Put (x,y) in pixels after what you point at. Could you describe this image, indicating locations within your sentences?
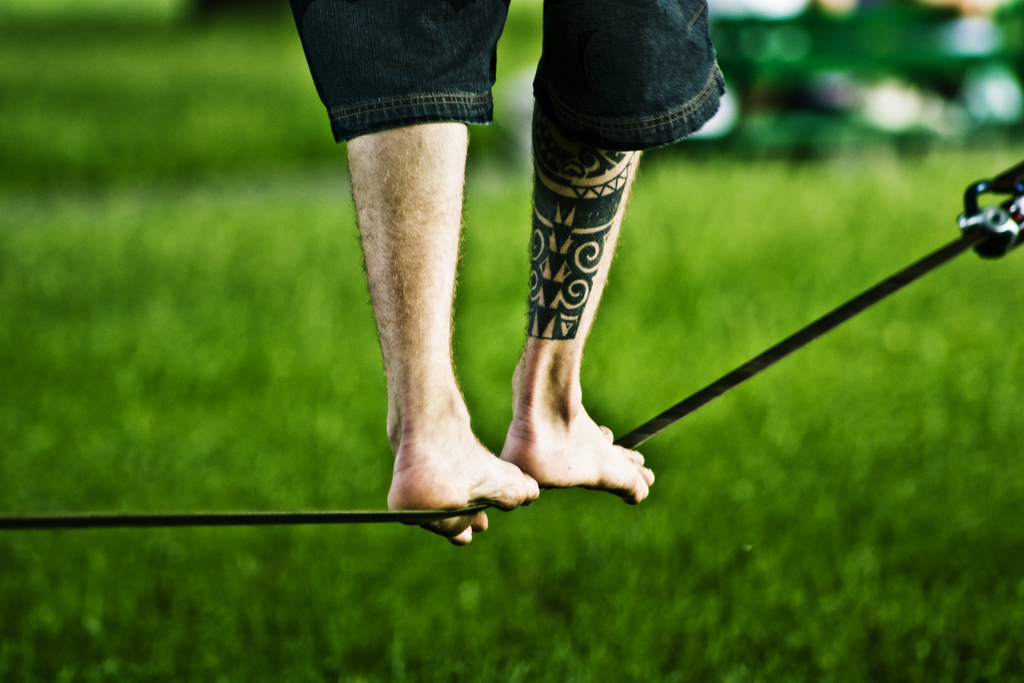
In this picture we can see the legs (603,468) of a person (437,494) on a black rope (659,416). We can see a tattoo (544,139) on a person's calf (551,323). At the bottom portion of the picture (541,638) we can see grass (692,660). Background (35,76) portion of the picture is blurred.
